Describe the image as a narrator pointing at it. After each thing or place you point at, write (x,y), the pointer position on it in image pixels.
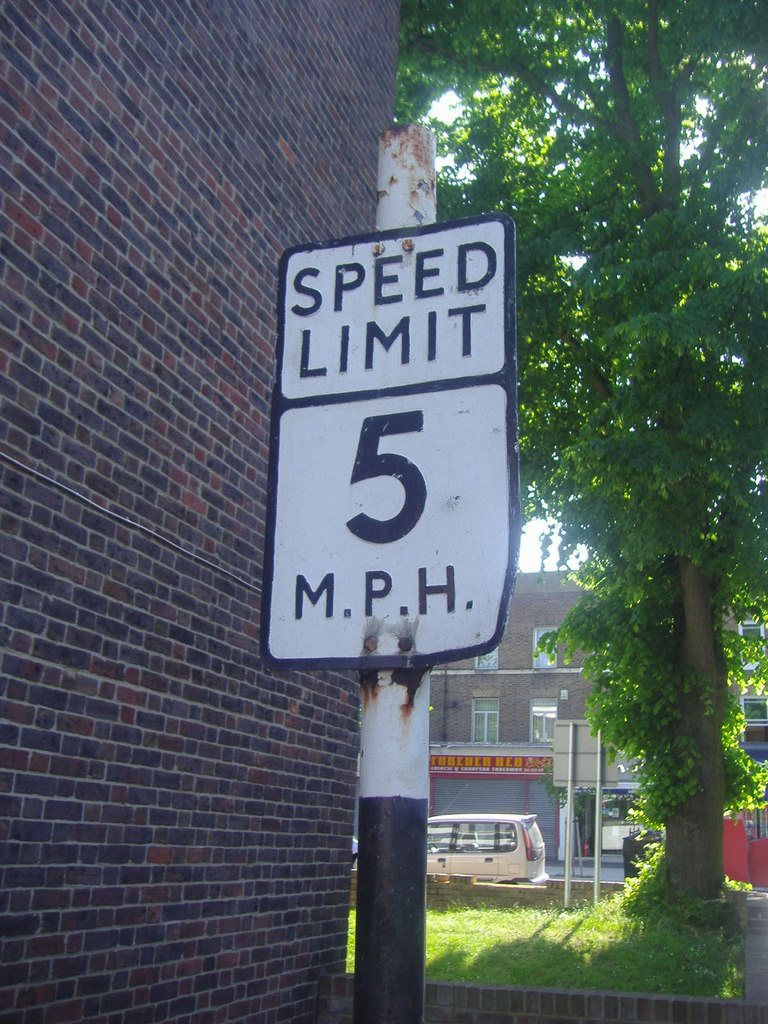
In this image I can see a white color board (407,575) attached to the pole (411,687). Background (755,503) I can see trees (598,386) in green color, few vehicles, buildings (554,605) in brown color and the sky (557,545) is in white color.
